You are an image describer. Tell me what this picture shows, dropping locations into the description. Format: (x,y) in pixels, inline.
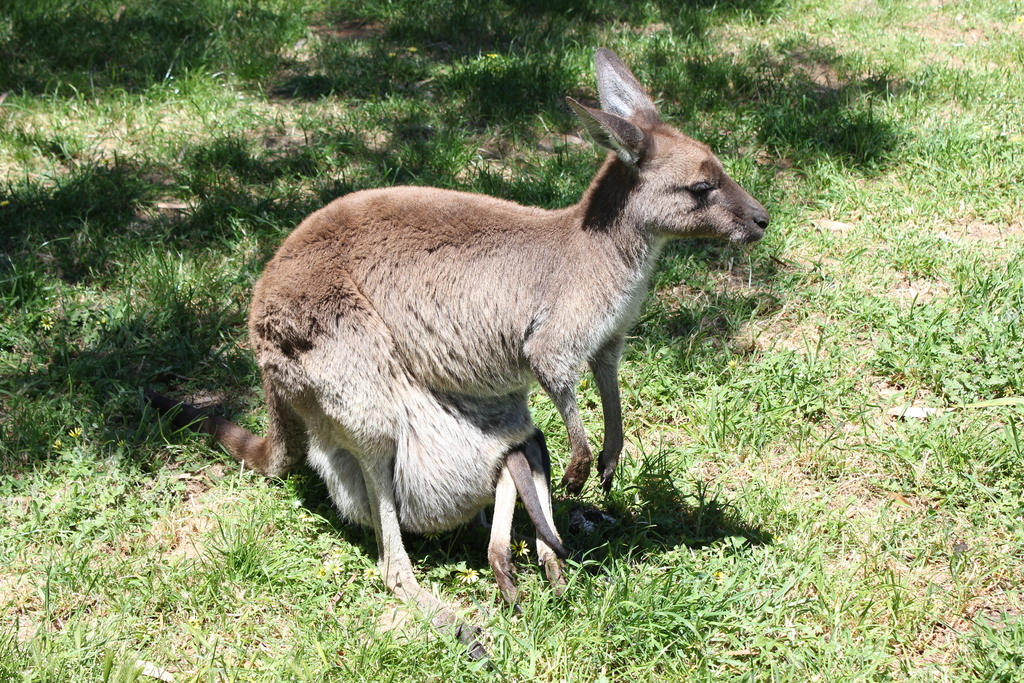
In this image we can kangaroo (333,366) on the grass (492,591).
